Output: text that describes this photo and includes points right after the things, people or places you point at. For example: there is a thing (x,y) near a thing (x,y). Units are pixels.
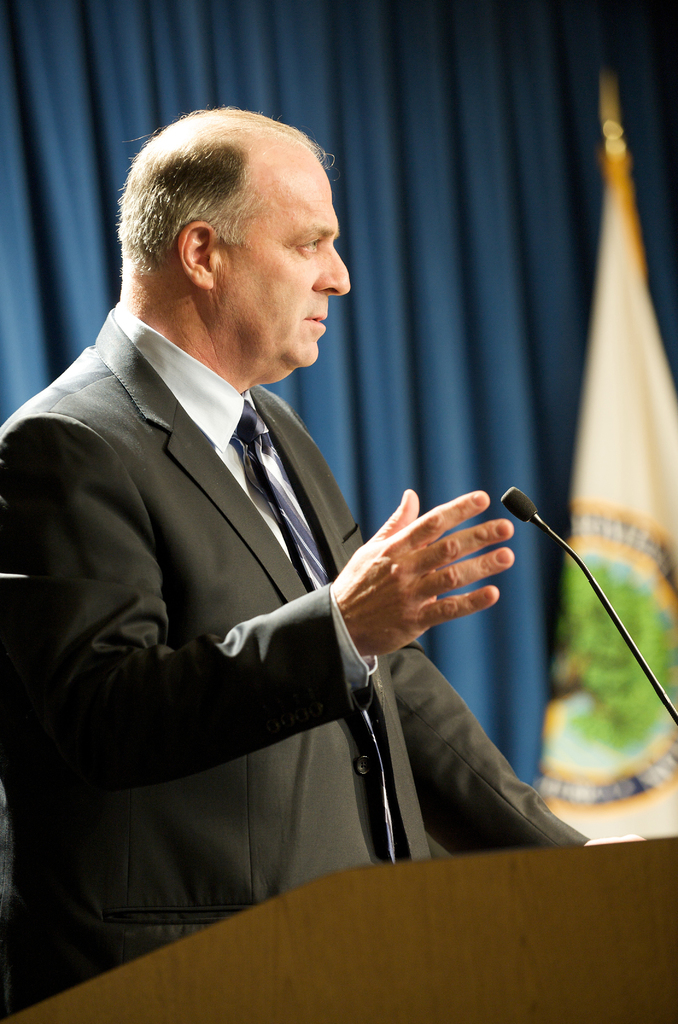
In this image we can see a man (274,707) wearing a suit (297,774) and standing near a podium (392,875). In the background of the image (336,352) there is a curtain (520,176) and a flag (601,270).
